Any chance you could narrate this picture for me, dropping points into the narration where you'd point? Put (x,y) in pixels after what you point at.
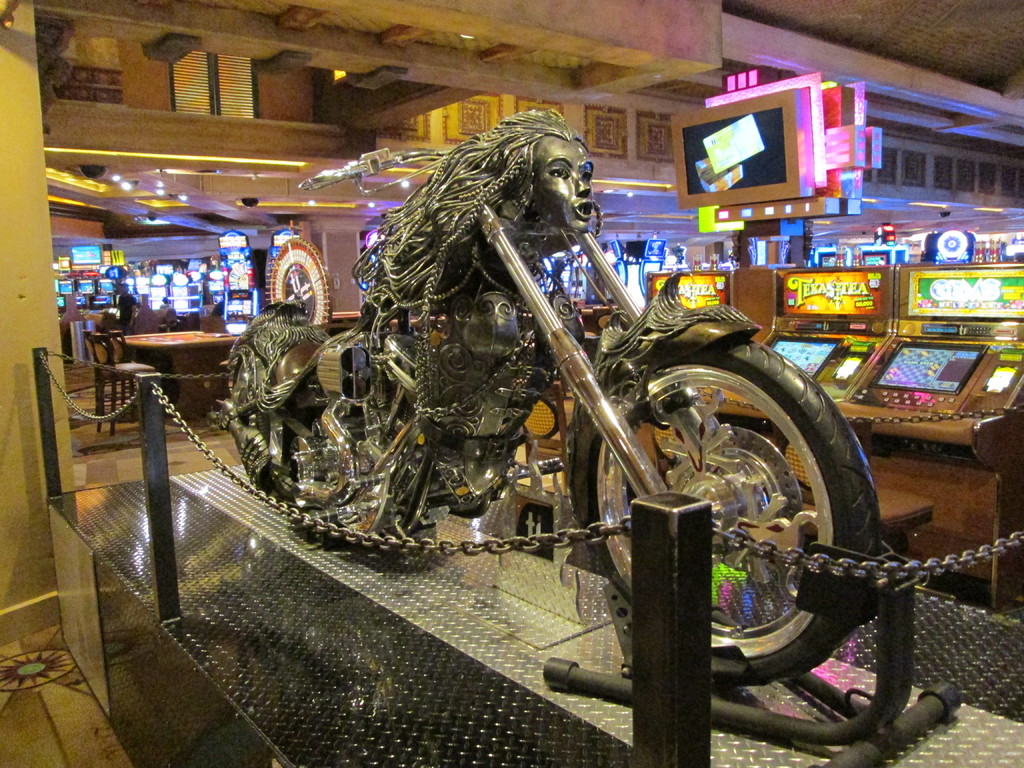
In the image there is a vehicle (453,391) and around that vehicle (508,300) there is a chain fencing (44,356), behind that there are many gaming zones (88,254).
